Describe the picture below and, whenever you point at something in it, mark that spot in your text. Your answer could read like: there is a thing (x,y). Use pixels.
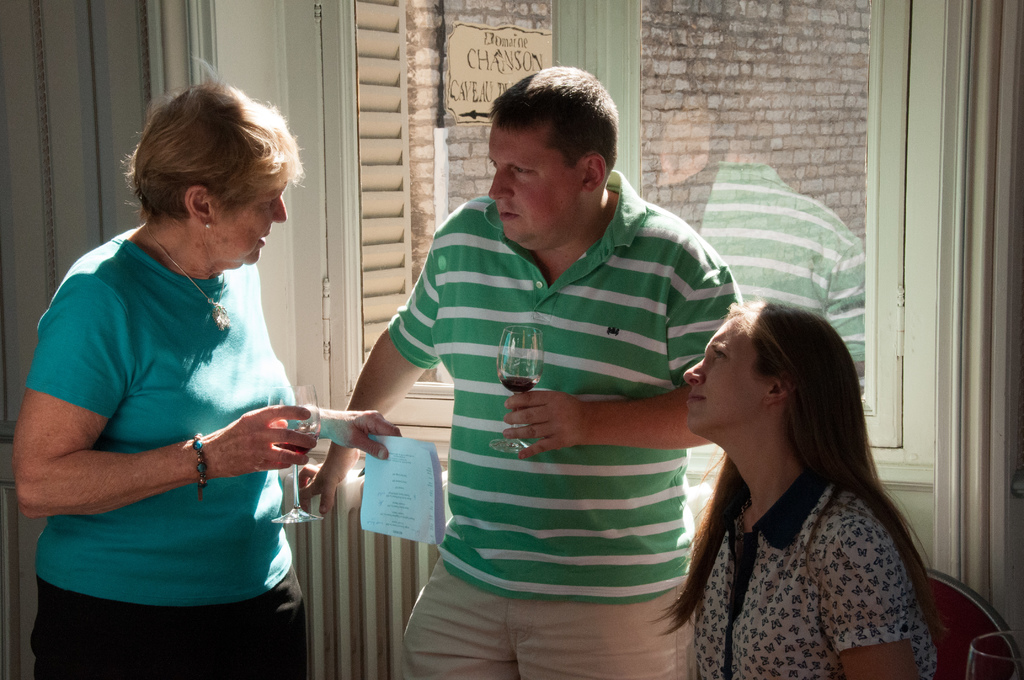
In this image I can see three persons (466,634) on the floor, glasses (501,356), chair (995,629), glass window (393,254) and wall (772,27). This image is taken may be in a hall (516,395).
